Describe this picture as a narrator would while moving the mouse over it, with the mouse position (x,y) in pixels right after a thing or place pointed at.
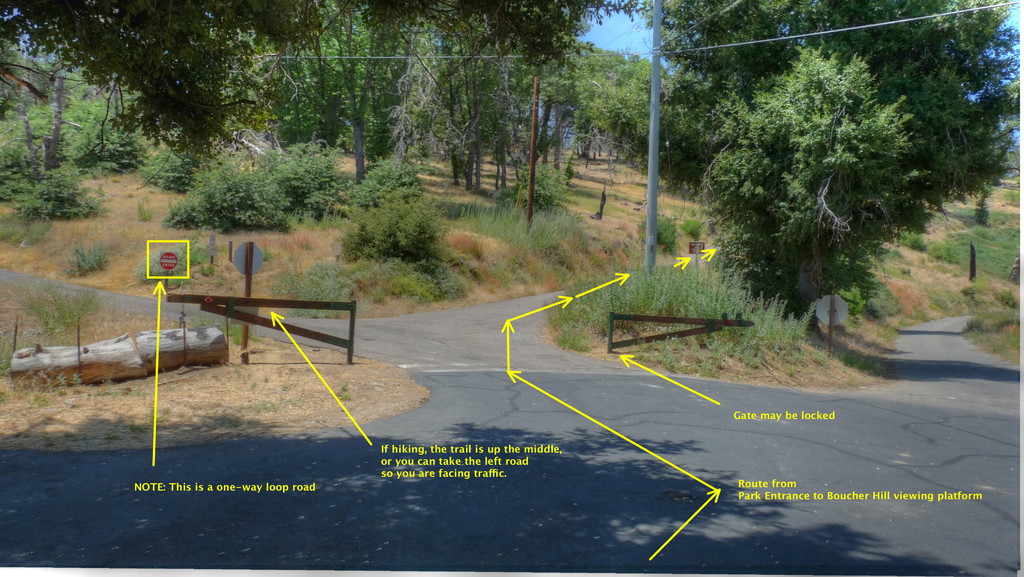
In this image there is a road (458,406) on that road (374,341) there is a gate (640,344), log (97,342), pole (660,27), sign boards (172,266), in the background (868,106) there are trees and there are arrow marks (158,385) and some text (215,491).
